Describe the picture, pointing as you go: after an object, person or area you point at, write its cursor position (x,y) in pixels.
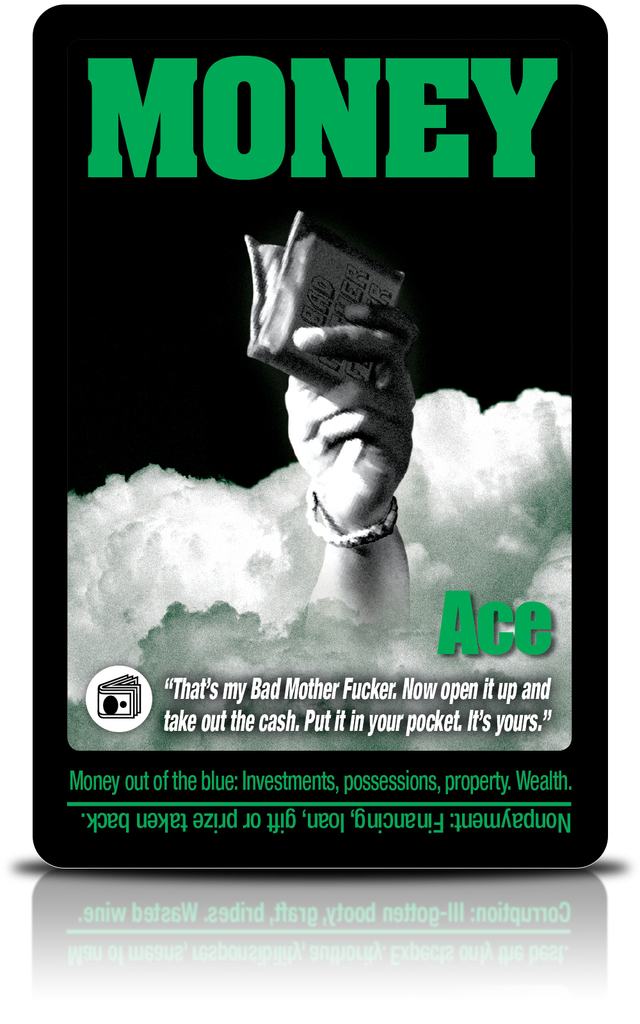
There is a poster (286,270), on which, there is a hand (340,416) of a person (340,407) holding an object (290,273), in the clouds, there is a quotation (423,701), and there are other texts (426,117) and the background (79,840) is dark in color. Outside this poster (74,737), the background (24,15) is white in color. In front of this, there is a mirror image (598,882) of the poster (103,845).
